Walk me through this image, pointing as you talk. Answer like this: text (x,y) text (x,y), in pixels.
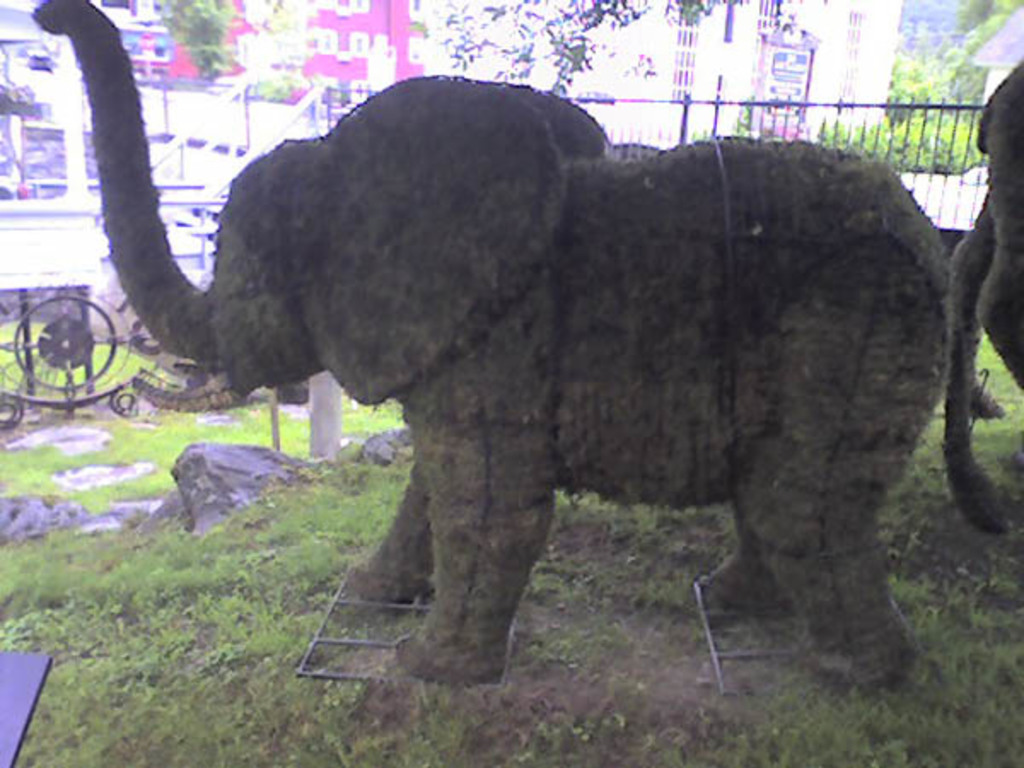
In front of the image there are depictions of elephants (808,349). At the bottom of the image (213,725) there are rocks (25,504) and there's grass (391,492) on the surface (304,725). On the left side of the image (63,222) there are some objects (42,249). In the background of the image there is a metal fence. There are trees (636,19) and buildings (877,50).
